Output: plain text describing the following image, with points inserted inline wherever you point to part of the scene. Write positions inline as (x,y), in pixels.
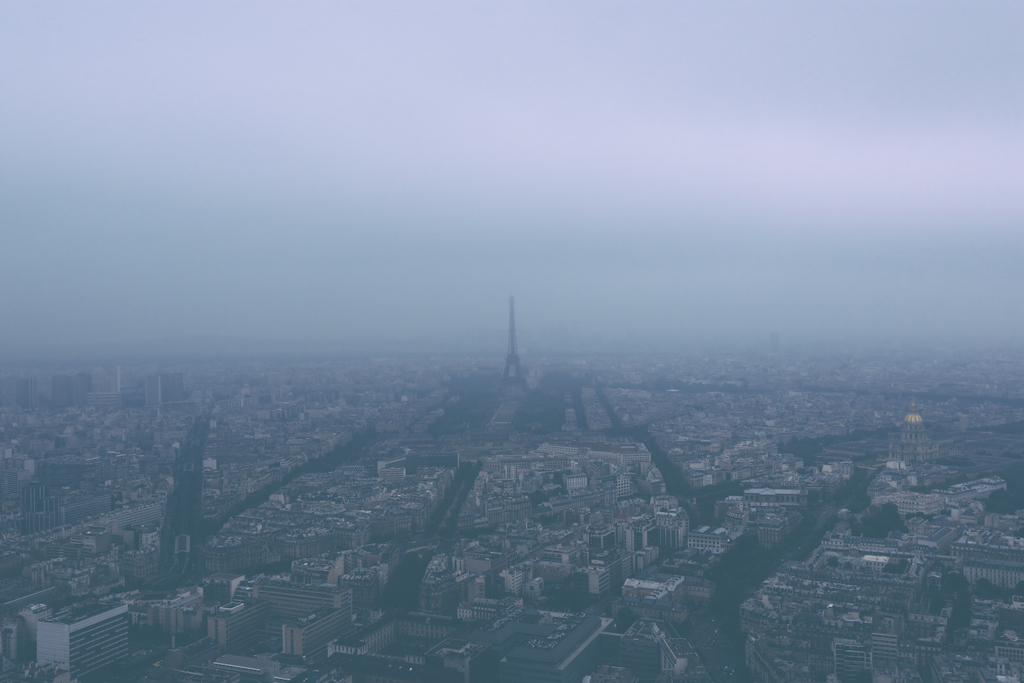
In this image we can see many buildings (617,489), a tower (514,346) and the sky (534,256) in the background (381,208).
